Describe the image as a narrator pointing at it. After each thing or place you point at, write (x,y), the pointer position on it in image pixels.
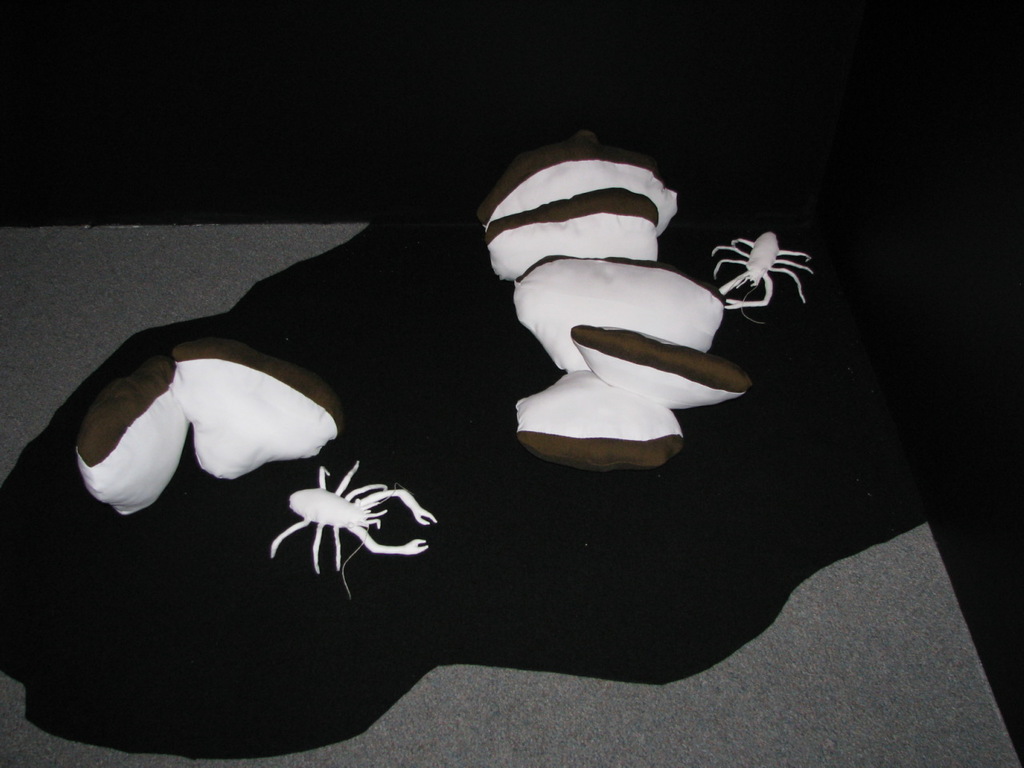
In this picture we can see crabs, some objects (659,450) on a platform (594,490) and in the background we can see it is dark.
